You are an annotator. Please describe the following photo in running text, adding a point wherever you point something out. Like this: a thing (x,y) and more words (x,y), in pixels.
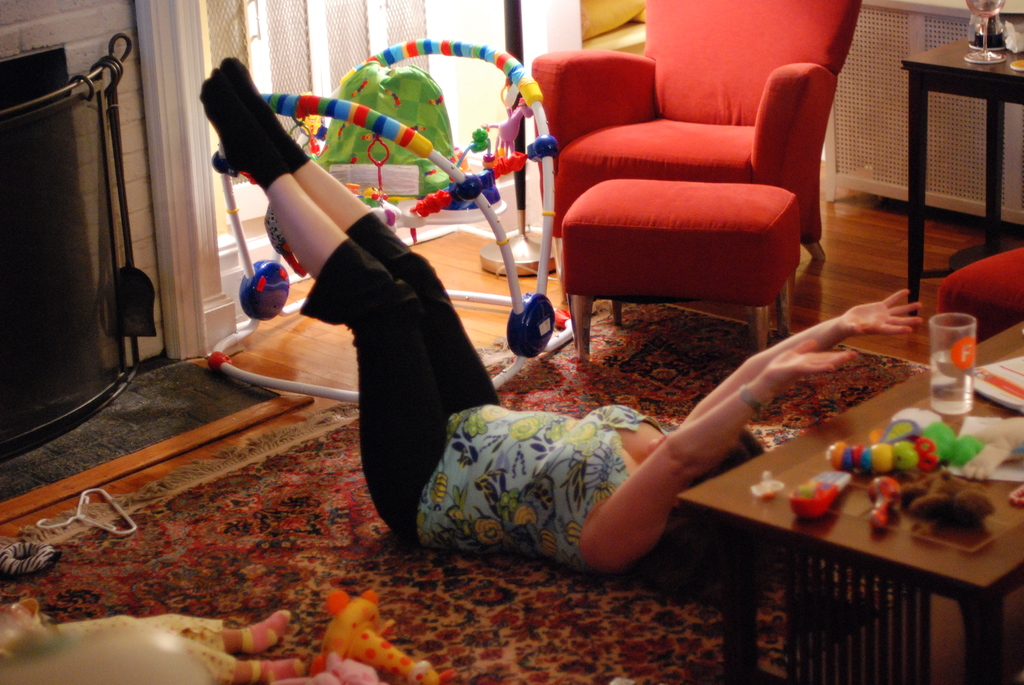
In this image we can see a woman (544,436) lying on the carpet (483,639) and we can see toys (421,679) and some other things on the carpet (252,538). There is a table (843,493) on the right side of the image (847,525) and we can see a glass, toys (976,454) and some other things (1013,366) and there is a chair (749,46) with footrest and a table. We can see an object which looks like a baby cradle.
